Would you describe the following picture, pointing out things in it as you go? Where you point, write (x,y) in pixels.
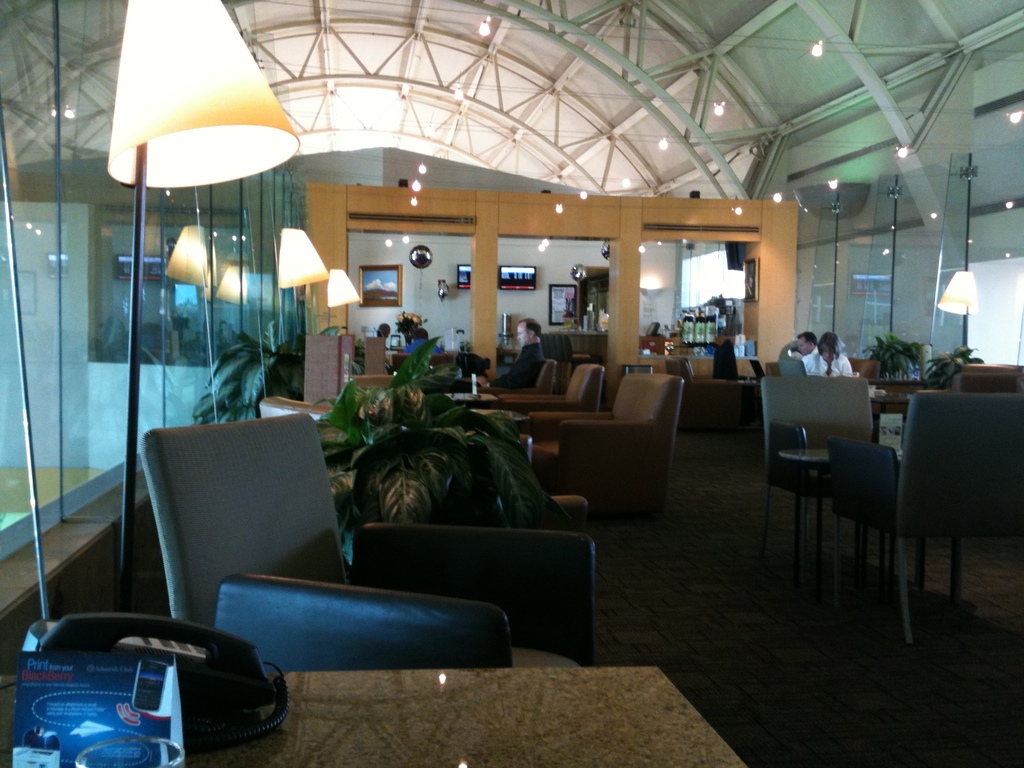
There are few persons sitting on the chairs (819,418). Here we can see chairs (657,425), tables (531,760), phone (199,629), lamps (118,114), and plants (453,431). This is floor (774,666). In the background (394,298) we can see frames (383,274) and screens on the wall (643,262).
